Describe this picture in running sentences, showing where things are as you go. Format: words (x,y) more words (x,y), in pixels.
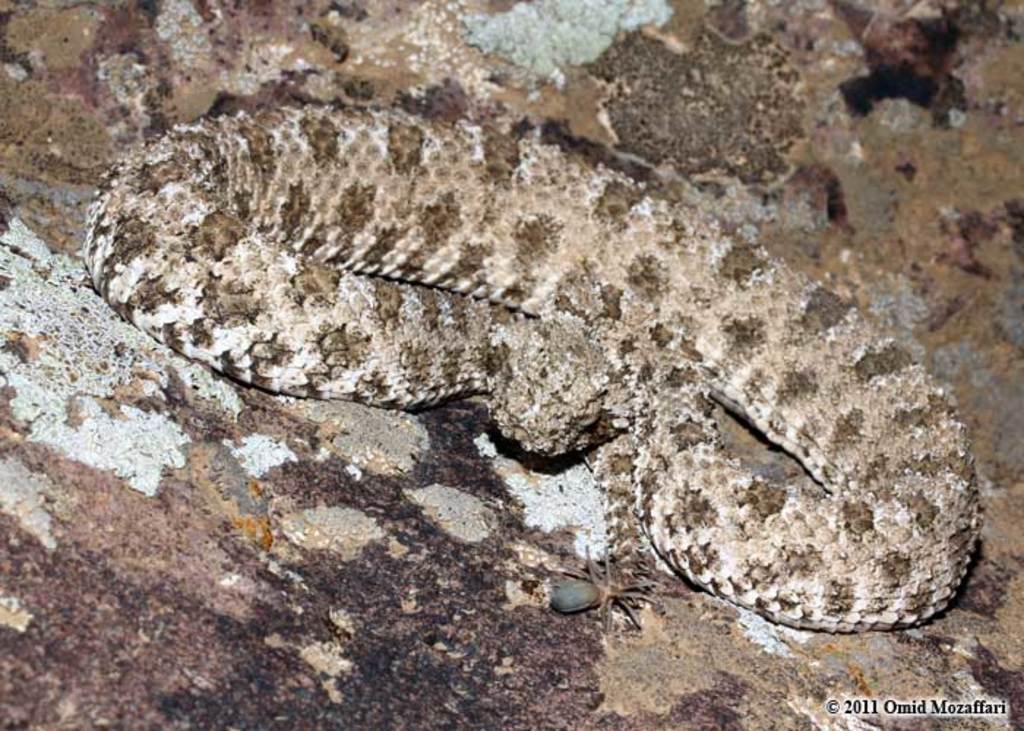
In the image we can see there is a snake (569,381) on the ground (474,594).
